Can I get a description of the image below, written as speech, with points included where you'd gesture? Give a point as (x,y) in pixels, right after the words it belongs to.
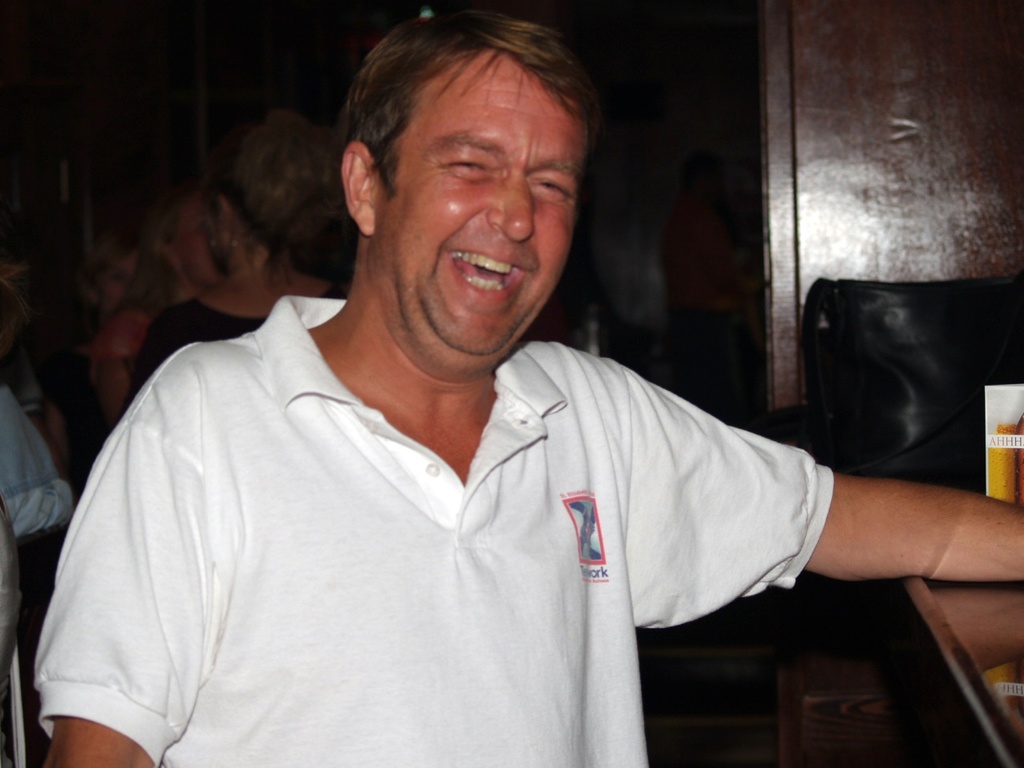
In the center of the image (524,290), we can see a man (559,377) laughing and in the background (290,132), there are some people (116,263) and we can see a bag (903,313) and some other objects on the stand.
